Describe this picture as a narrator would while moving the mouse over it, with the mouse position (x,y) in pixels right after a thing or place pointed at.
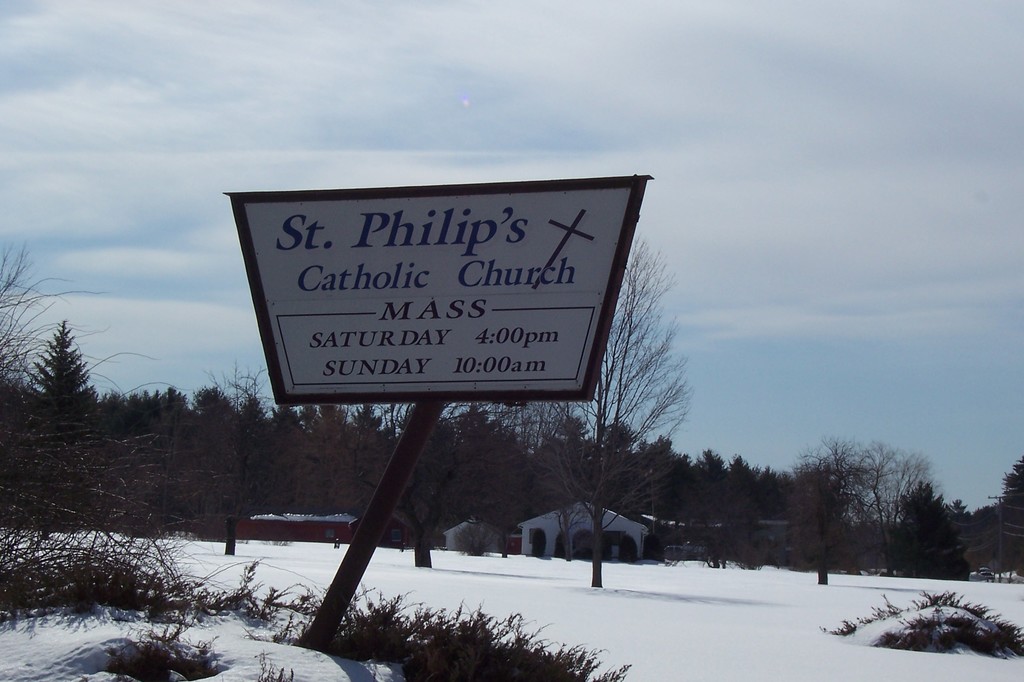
In the center of the image (567,299) there is a board (471,391) on which there is some text (293,232). At the bottom of the image (499,643) there is snow (613,656), plant (450,646). In the background of the image (470,483) there are trees (599,524), house (540,521). At the top of the image (431,122) there is sky (315,97).
